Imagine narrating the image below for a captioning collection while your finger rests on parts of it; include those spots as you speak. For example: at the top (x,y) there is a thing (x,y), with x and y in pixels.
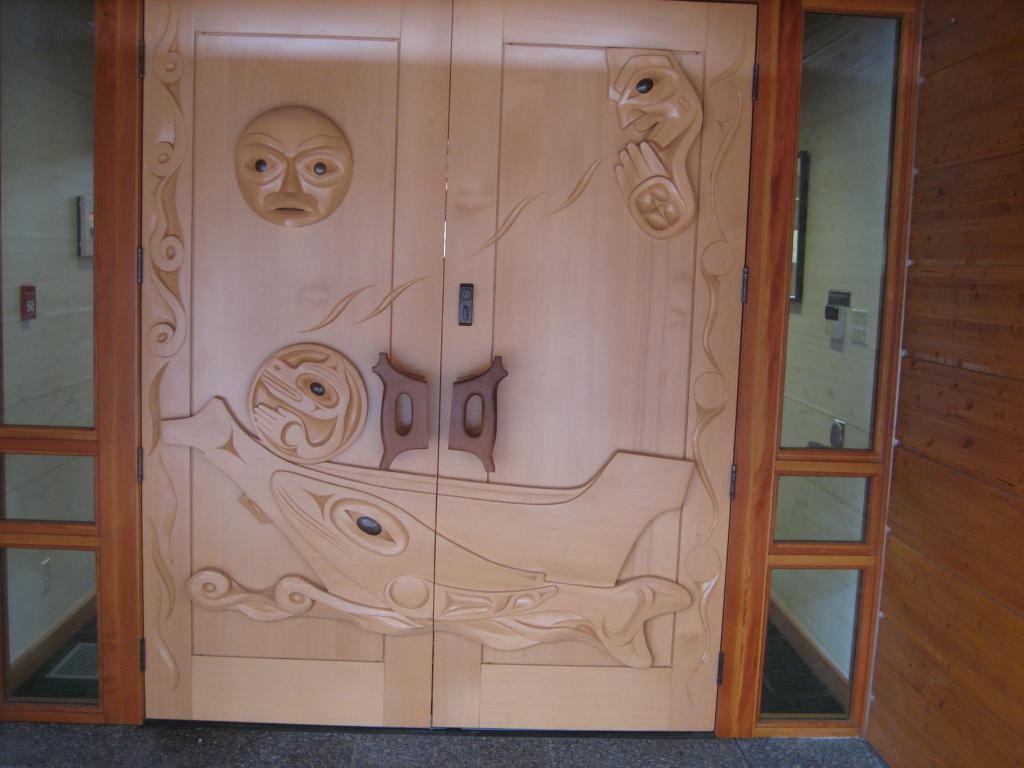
In this image I can see few doors (426,423) in the centre (474,291) and on it I can see designs (339,303). I can also see few things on the both side of this image.
